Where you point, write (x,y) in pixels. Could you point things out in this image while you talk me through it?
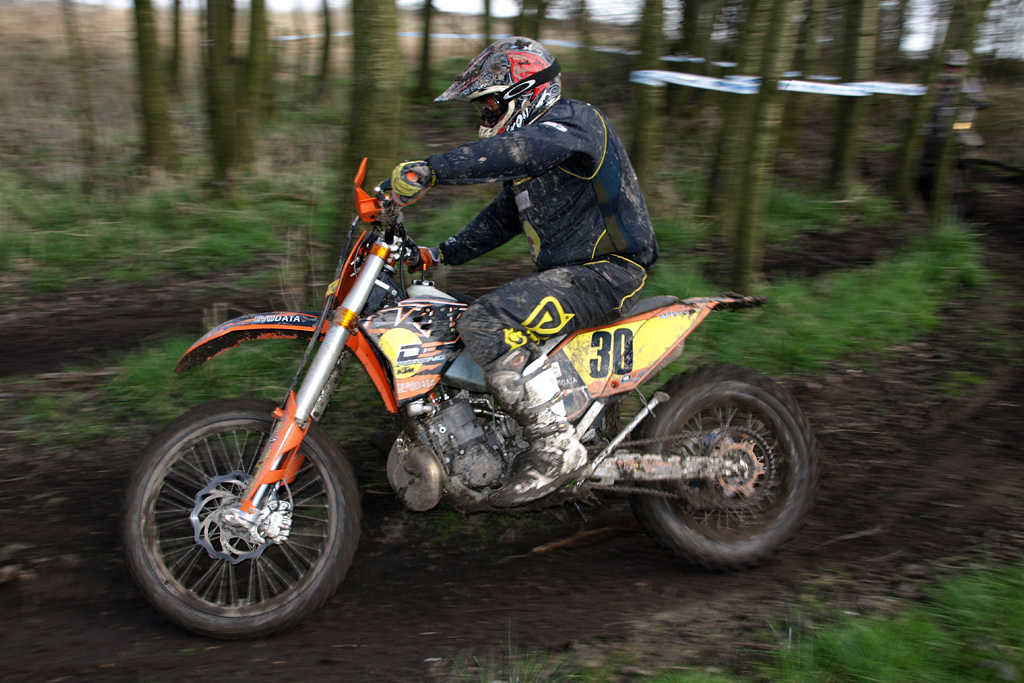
In this picture I can see a bike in front (486,224), on which there is a person (513,215) sitting and holding the handle (402,231). In the background (90,365) I can see the grass (2,271) and number of trees (656,9) and I see that it is blurred and on the right side of this picture (963,162) I can see another bike (977,138).
